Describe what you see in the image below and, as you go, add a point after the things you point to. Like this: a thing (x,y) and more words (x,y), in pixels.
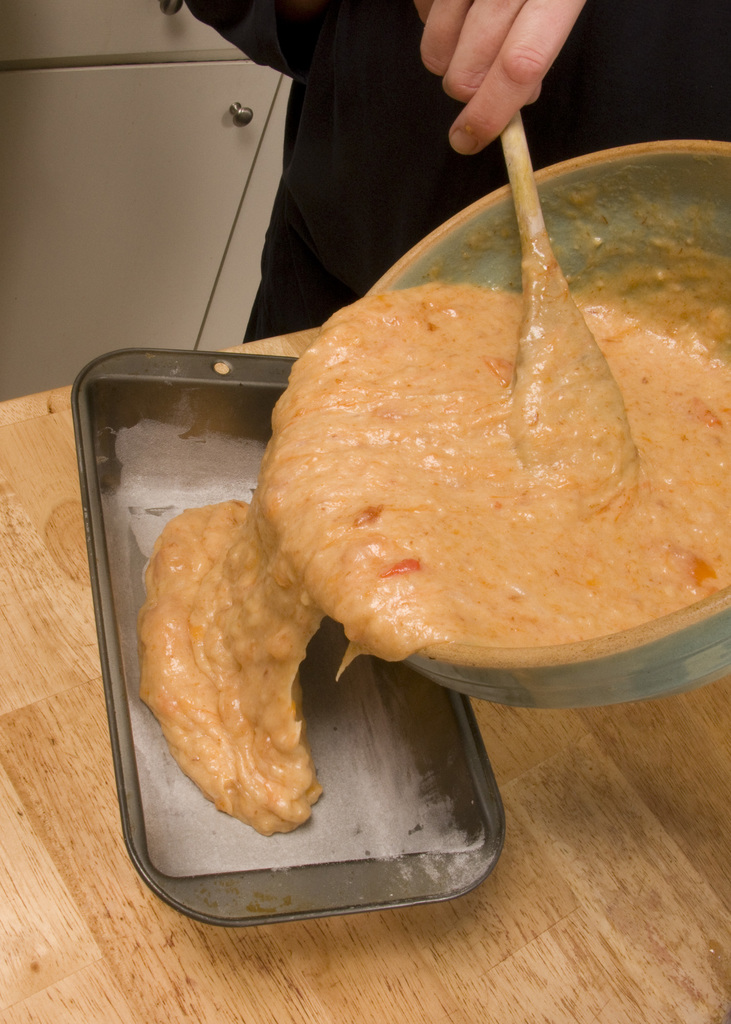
In this image there is a person (408,122) standing and holding a spoon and pouring the food item (245,743) in the tray (152,506), which is on the table (120,962), and in the background (126,329) there is a cupboard (126,329).
